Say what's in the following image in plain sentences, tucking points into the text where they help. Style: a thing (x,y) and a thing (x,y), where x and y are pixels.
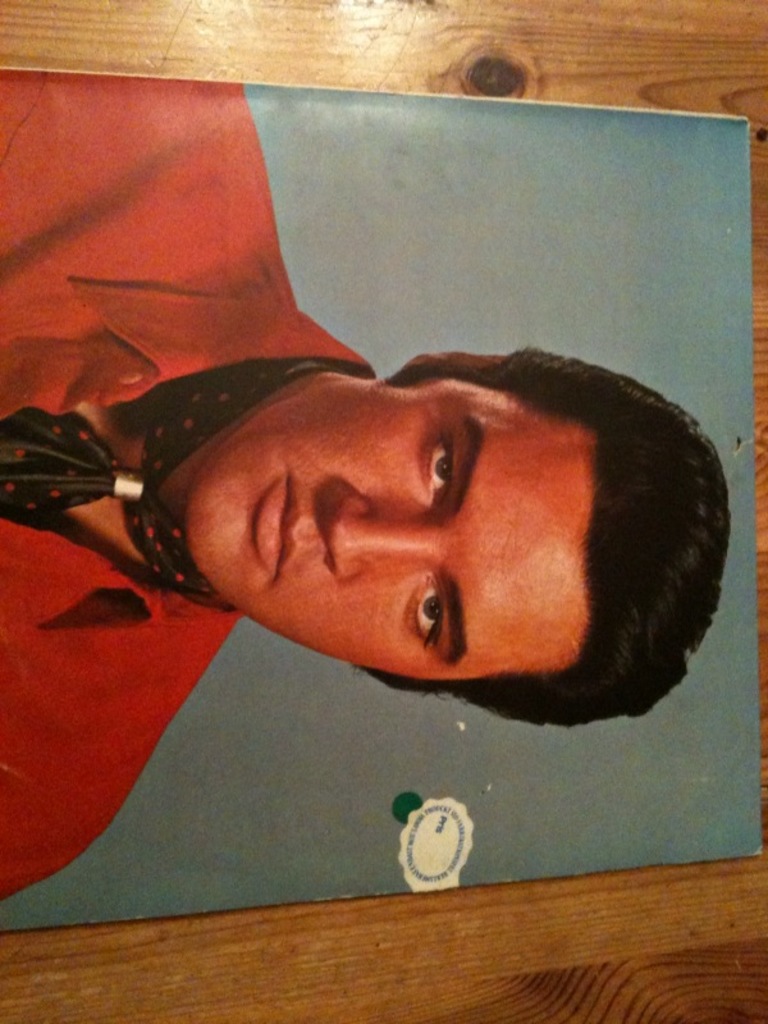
In this picture, we see the photo frame (421,573) of the man (421,570) is placed on the brown table (336,59). In this photo frame (158,572), we see a man (151,598) is wearing the red shirt (130,583).
